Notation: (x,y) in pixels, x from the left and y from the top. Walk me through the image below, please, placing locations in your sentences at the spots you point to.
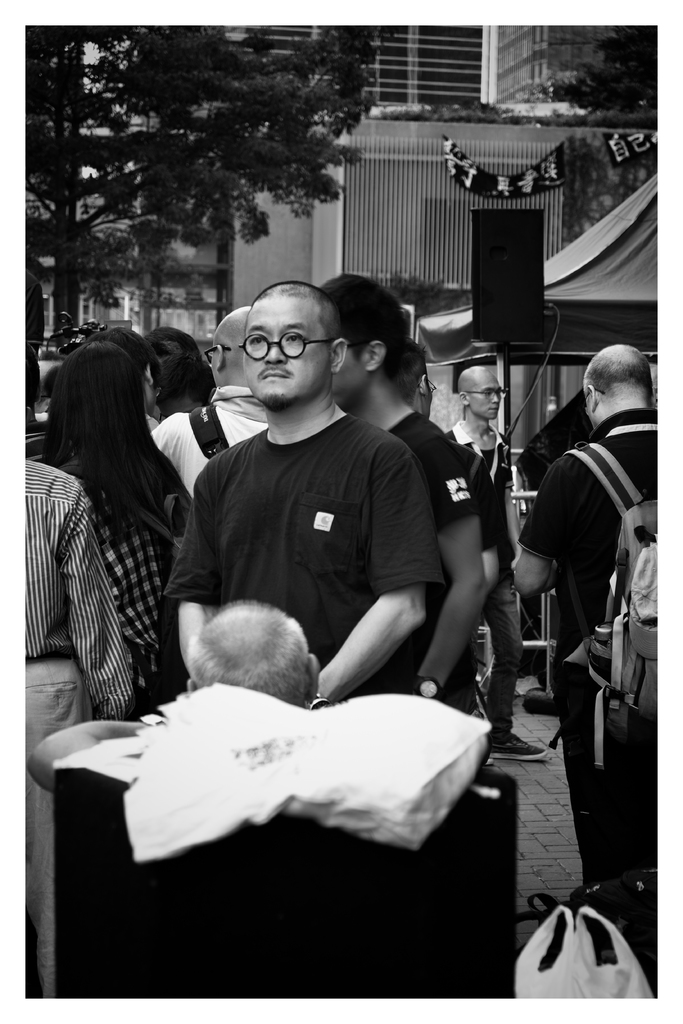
In this image I can see a man (369,574) is standing, he wore t-shirt (363,586), spectacles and few other people (221,444) are also there behind him. On the left side (157,152) there is a tree (183,160), at the back side (405,164) there are buildings (393,164).
